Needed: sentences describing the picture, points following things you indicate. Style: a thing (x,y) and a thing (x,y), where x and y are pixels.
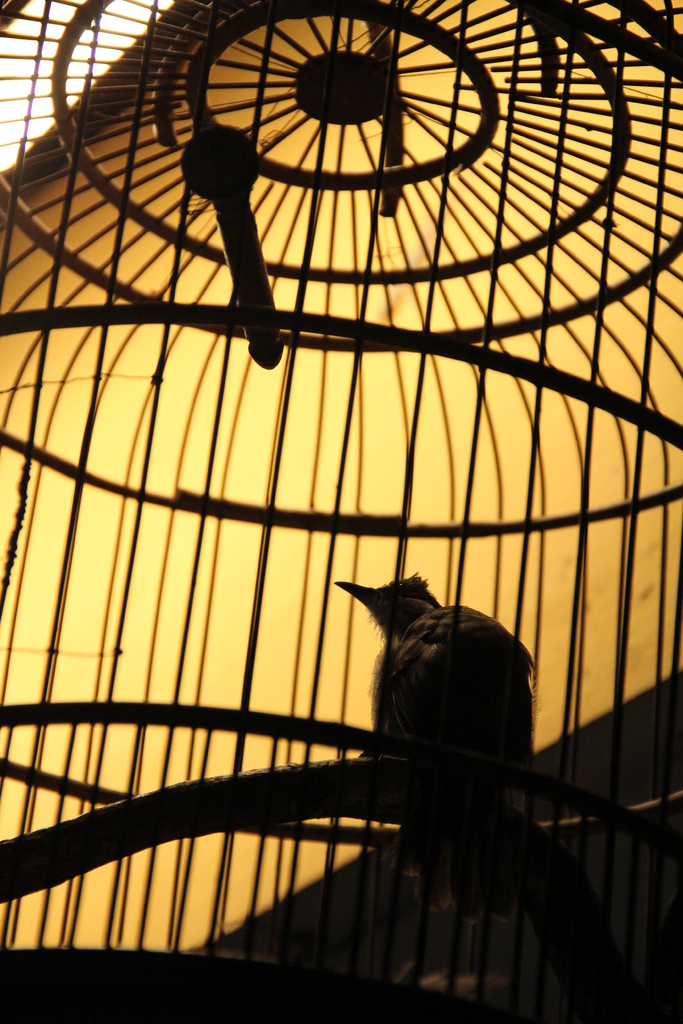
In this image we can see a bird (419,766) standing in the cage (316,728). In the background (173,671) there is wall (431,582).
